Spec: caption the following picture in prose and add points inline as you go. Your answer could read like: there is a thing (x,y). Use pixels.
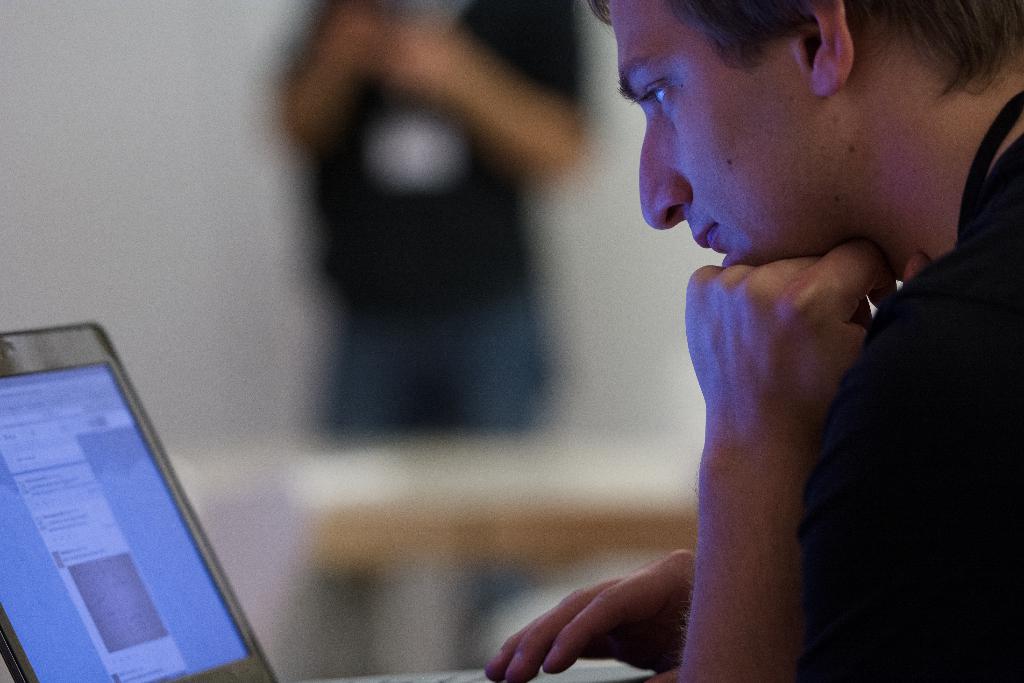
In this image we can see a person (761,438) looking into a laptop (177,528). On the backside (412,170) we can see a table (453,468) and a person (437,318) standing.
